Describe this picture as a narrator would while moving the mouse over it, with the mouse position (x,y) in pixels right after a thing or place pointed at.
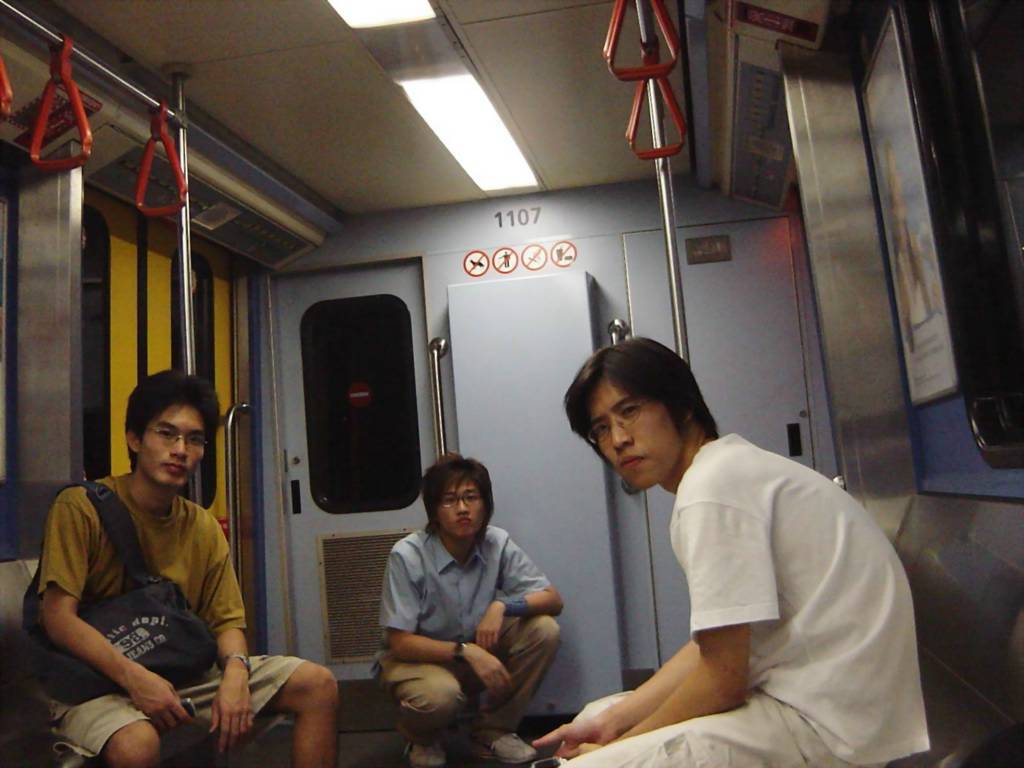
In this image I can see the interior of the train (571,462) in which I can see three persons (510,597) sitting. I can see few poles (673,215), few red colored holders (631,145), the ceiling (314,112), few lights (479,129), a board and few windows (400,361).
